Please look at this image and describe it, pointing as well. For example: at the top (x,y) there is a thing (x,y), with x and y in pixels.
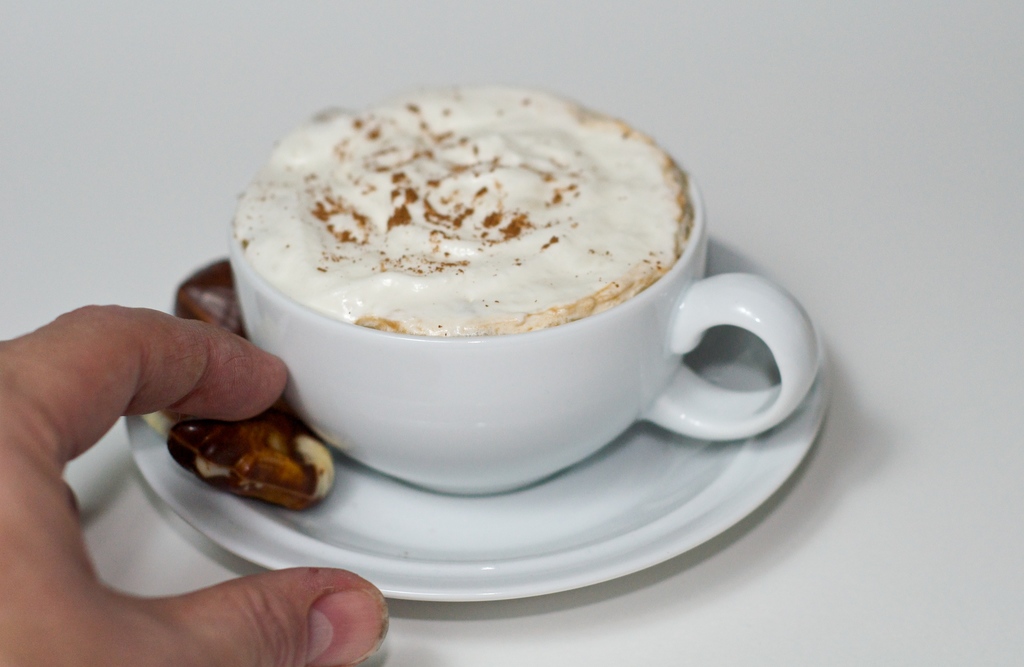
In this picture, we can see a person hand (60,409) and a saucer (485,500) and on the saucer (396,515) there is a cup (494,374) with a coffee (479,330) and other food (205,442).
